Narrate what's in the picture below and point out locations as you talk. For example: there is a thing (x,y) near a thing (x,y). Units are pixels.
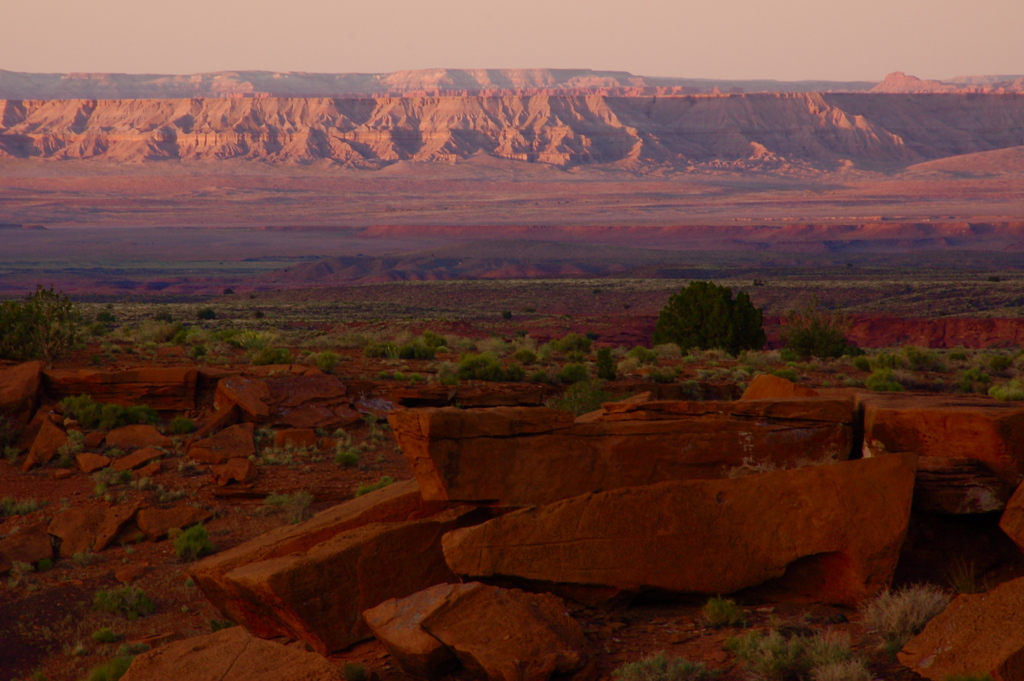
In this image there are stones (605,487) and in the center (674,335) there are plants (11,327). In the background (445,120) there are mountains (716,125).
